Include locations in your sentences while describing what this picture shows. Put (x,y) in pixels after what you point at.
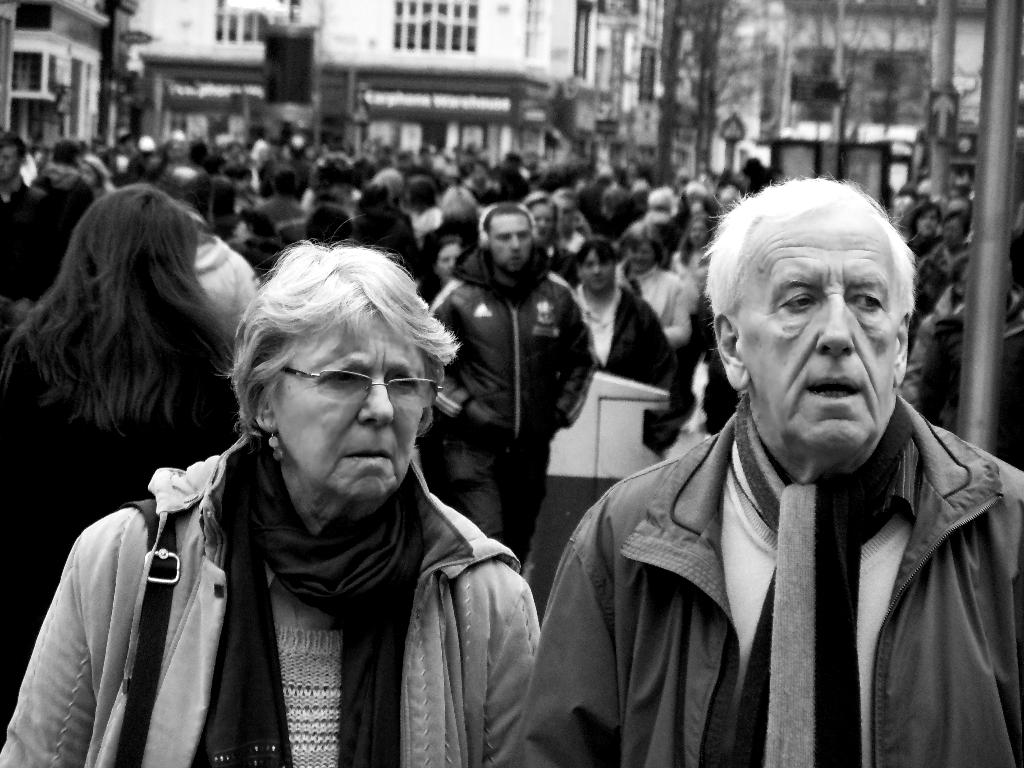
This is a black and white image and here we can see two people (519,612) and one of them is wearing a coat (592,543) and a scarf (816,592) and the other is wearing a coat (211,544), scarf (339,582), glasses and a bag (151,616). In the background (202,249), there are many people (389,184) and some are wearing coats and we can see buildings (502,51), trees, boards (290,82) and poles (976,227).
